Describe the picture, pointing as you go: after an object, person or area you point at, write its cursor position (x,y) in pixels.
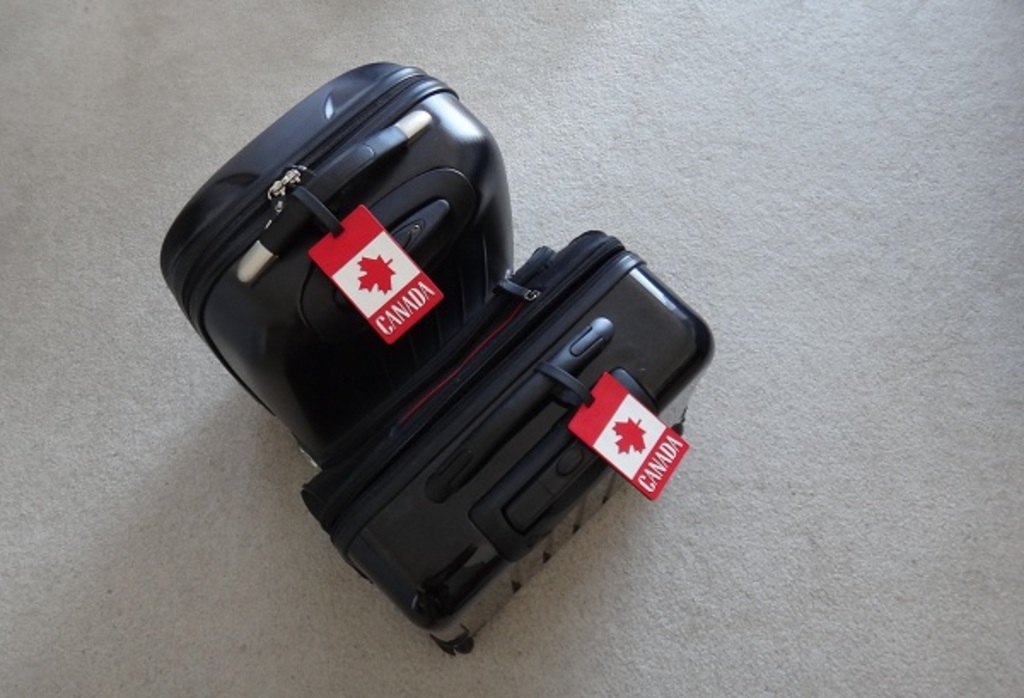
In this image, there are two bags (306,303) on the ground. They are colored black.
